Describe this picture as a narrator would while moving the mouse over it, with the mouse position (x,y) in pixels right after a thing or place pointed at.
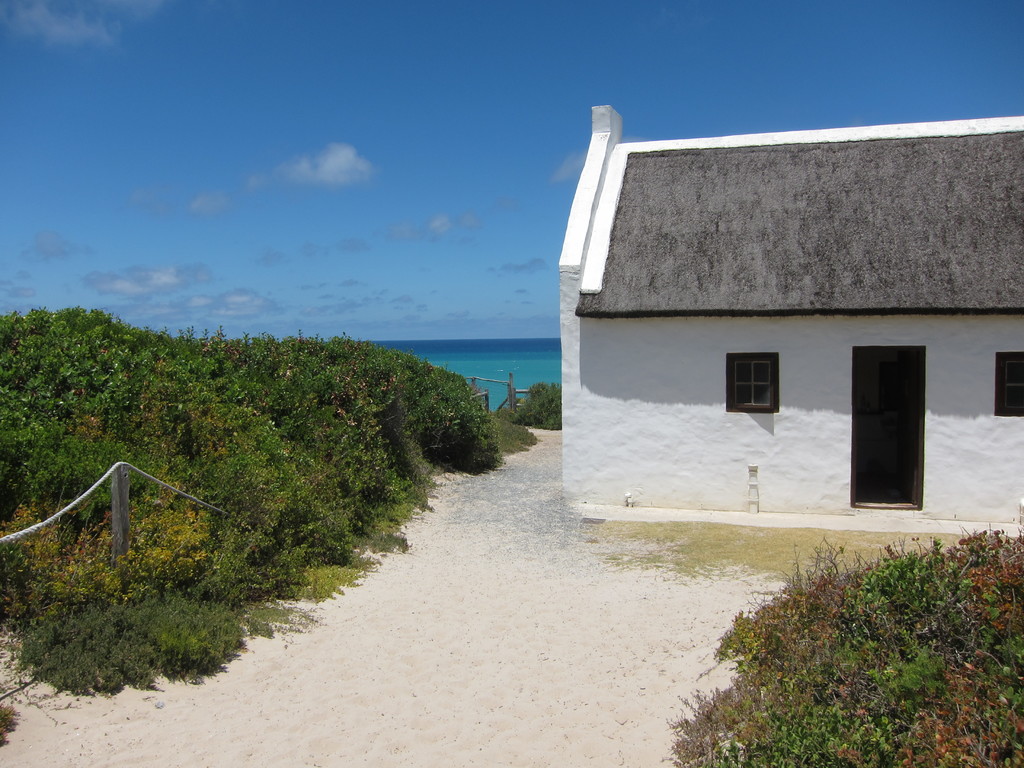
In the picture we can see a house (931,171) with a door (898,429) and windows (757,405) and near it, we can see some plants (937,665) and sand surface (489,632) and beside it also we can see, full of plants (221,603) and in the background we can see the water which is blue in color and sky (444,186) with clouds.
